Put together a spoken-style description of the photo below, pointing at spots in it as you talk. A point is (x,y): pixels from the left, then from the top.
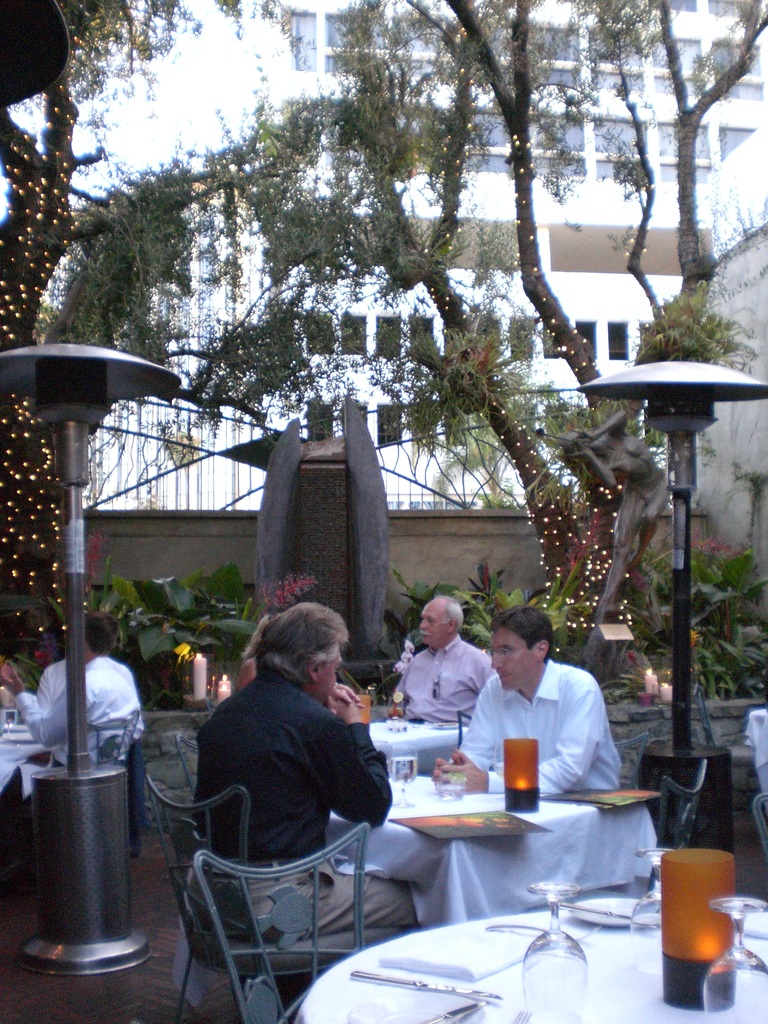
people (569,744) are sitting on the chair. in front of them there are tables (464,884) on which there are glasses (554,983) and candle (682,950). behind them there are trees (85,340) on which there are lights (569,534). at the back (585,183) there is a building (596,243).
